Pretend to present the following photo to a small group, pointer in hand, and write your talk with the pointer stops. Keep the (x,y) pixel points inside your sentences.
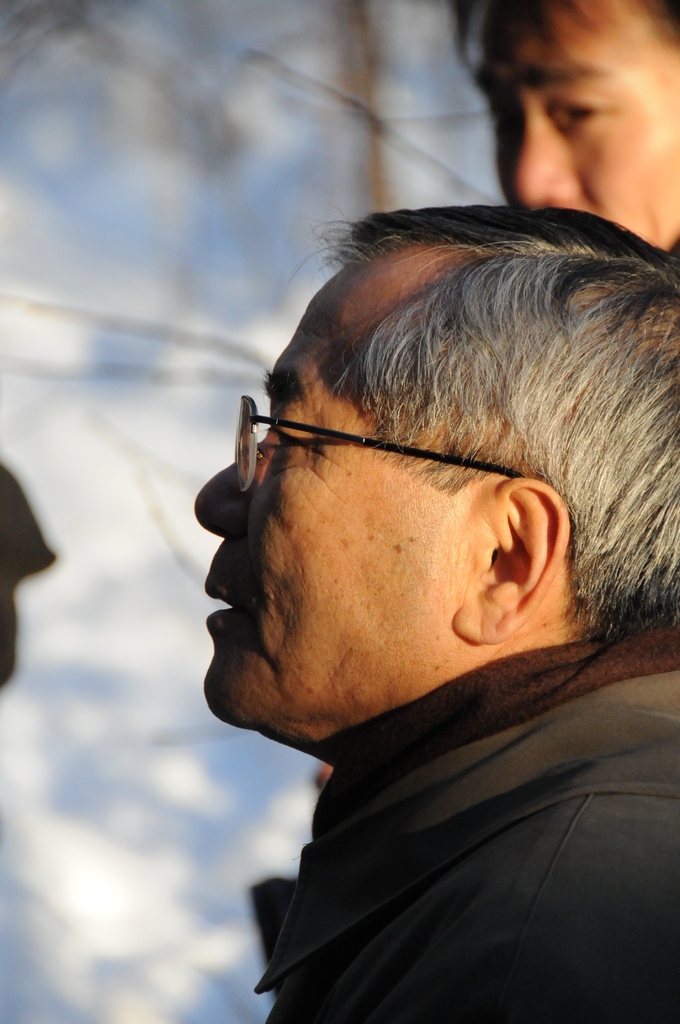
Here we can see two persons (419,628). He has spectacles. And there is a blur background (147,927).
